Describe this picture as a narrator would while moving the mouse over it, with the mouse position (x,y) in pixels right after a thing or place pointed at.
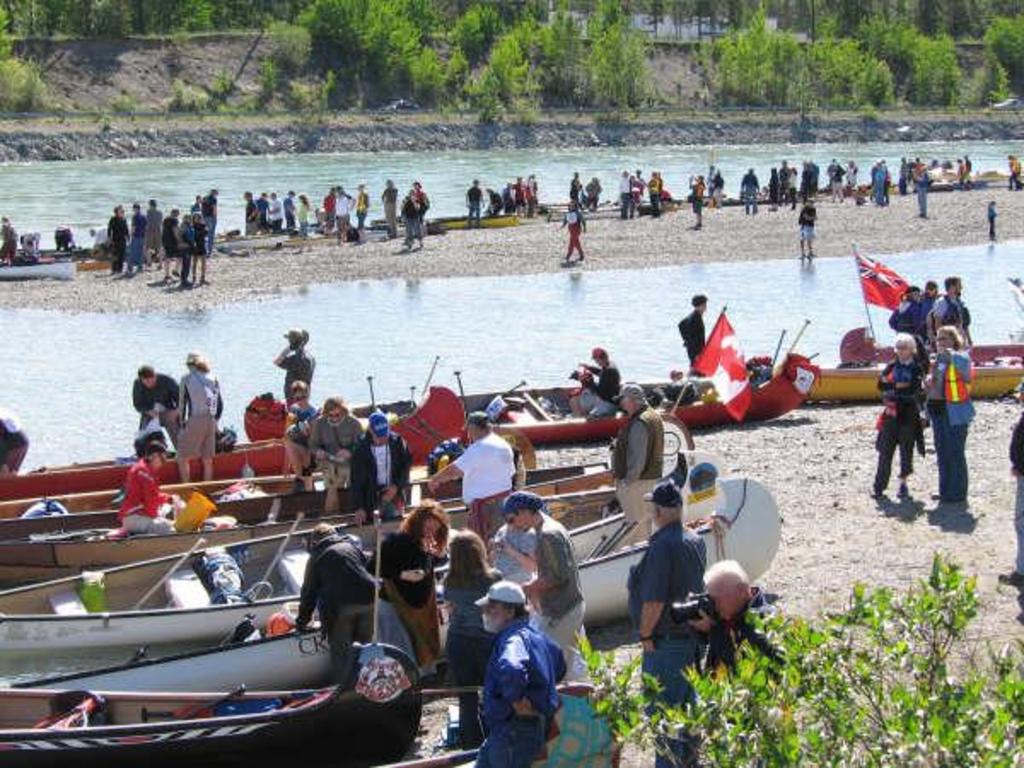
In this image we can see a group of people (606,377) and the boats (613,506) on the ground (803,568). We can also see some plants (797,695), the flags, a water body (467,354), some vehicles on the ground (134,146), a fence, a group of trees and a wall (658,134).
